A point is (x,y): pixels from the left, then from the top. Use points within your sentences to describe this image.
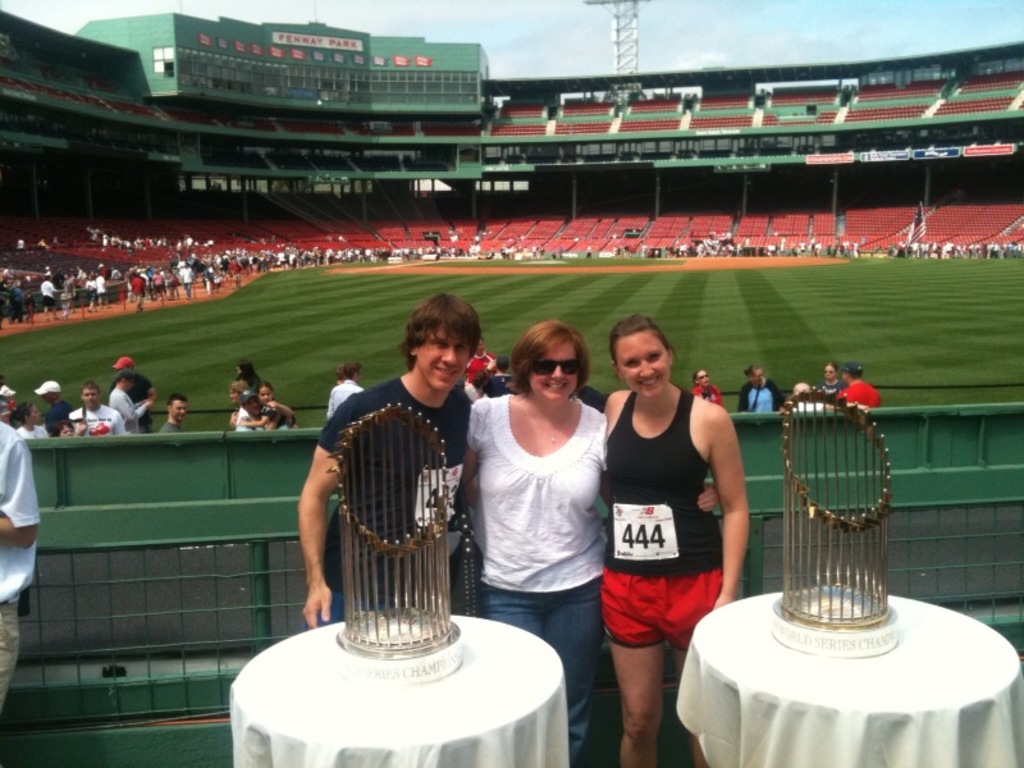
In this image I can see number of people (347,403) are standing. On the bottom side of the image (531,730) I can see two tables (547,649) and on it I can see two white color table cloths (411,732) and two other things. In the background (349,178) I can see a stadium (281,73), few poles (620,16), clouds (595,20) and the sky (504,40). In the front of the image (458,478), I can see two white papers (645,518) and on this paper (450,484) I can see something is written.
